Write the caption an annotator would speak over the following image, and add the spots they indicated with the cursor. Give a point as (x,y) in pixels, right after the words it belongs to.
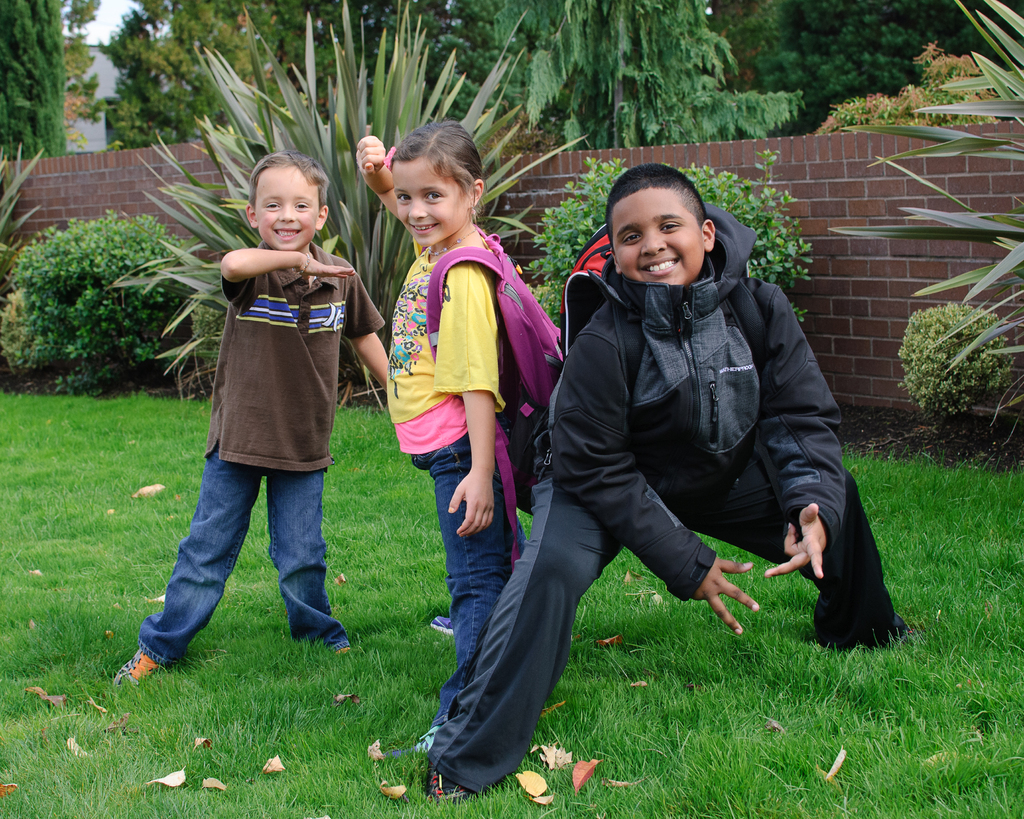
In this picture we can see two boys (257,339) and a girl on the grass (251,607) and smiling and a girl (451,300), boy (733,380) carrying bags (521,326) and in the background (88,55) we can see plants (192,229), wall (877,312), trees (129,136), building (96,70), sky (107,19).
